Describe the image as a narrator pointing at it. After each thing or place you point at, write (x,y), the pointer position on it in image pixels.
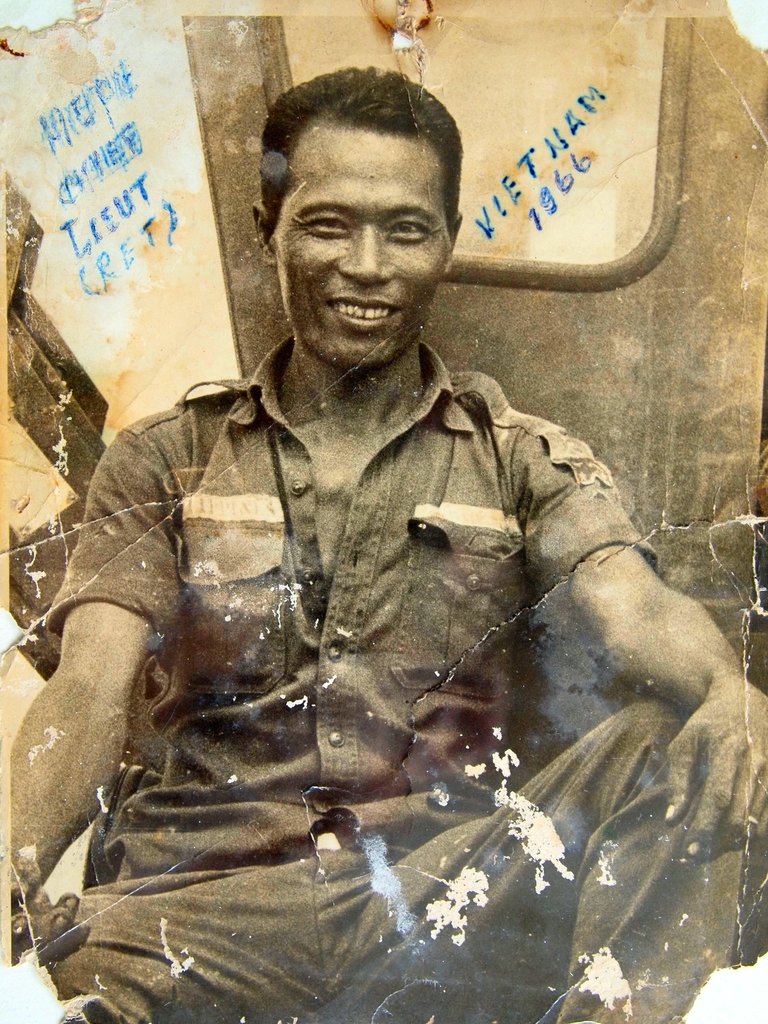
In this image it's looks like a photo. In this photo there is a person (344,664) sitting with a smile on his face (378,285), behind that there is a door (274,289) and a wall (133,53) with some text (491,235).
